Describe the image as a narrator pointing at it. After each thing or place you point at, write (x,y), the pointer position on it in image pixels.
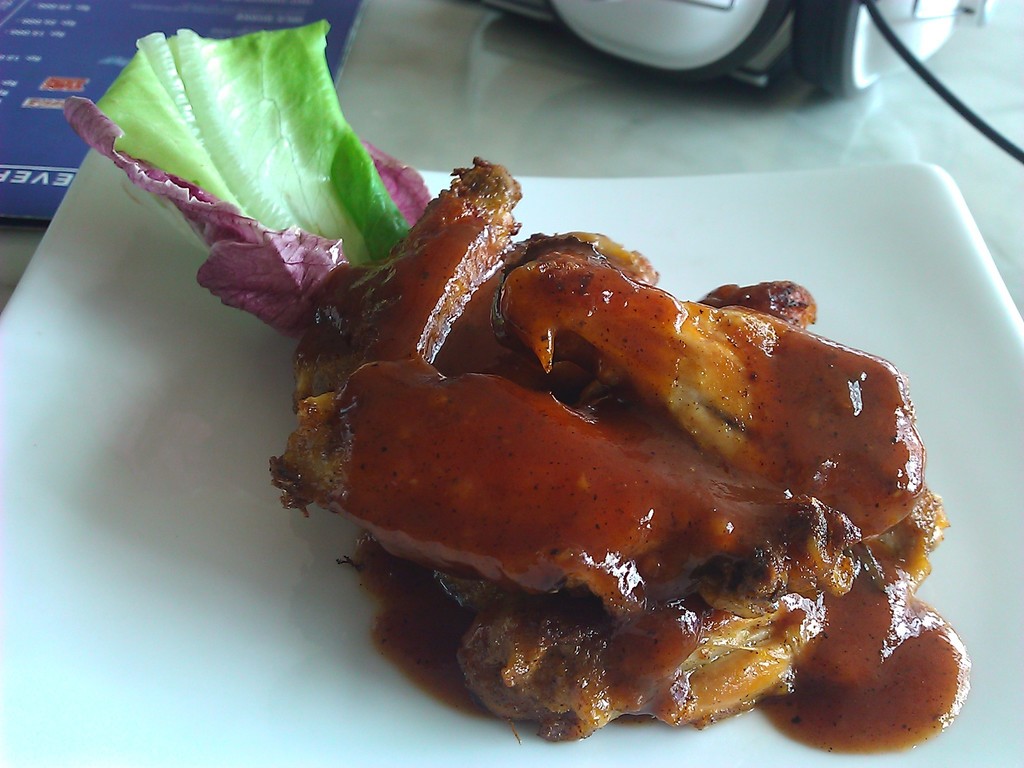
In this image, we can see a plate (793,181) contains some food (505,326). There is a menu card (33,209) in the top left of the image (72,9). There are headphones (828,47) in the top right of the image (806,38).
